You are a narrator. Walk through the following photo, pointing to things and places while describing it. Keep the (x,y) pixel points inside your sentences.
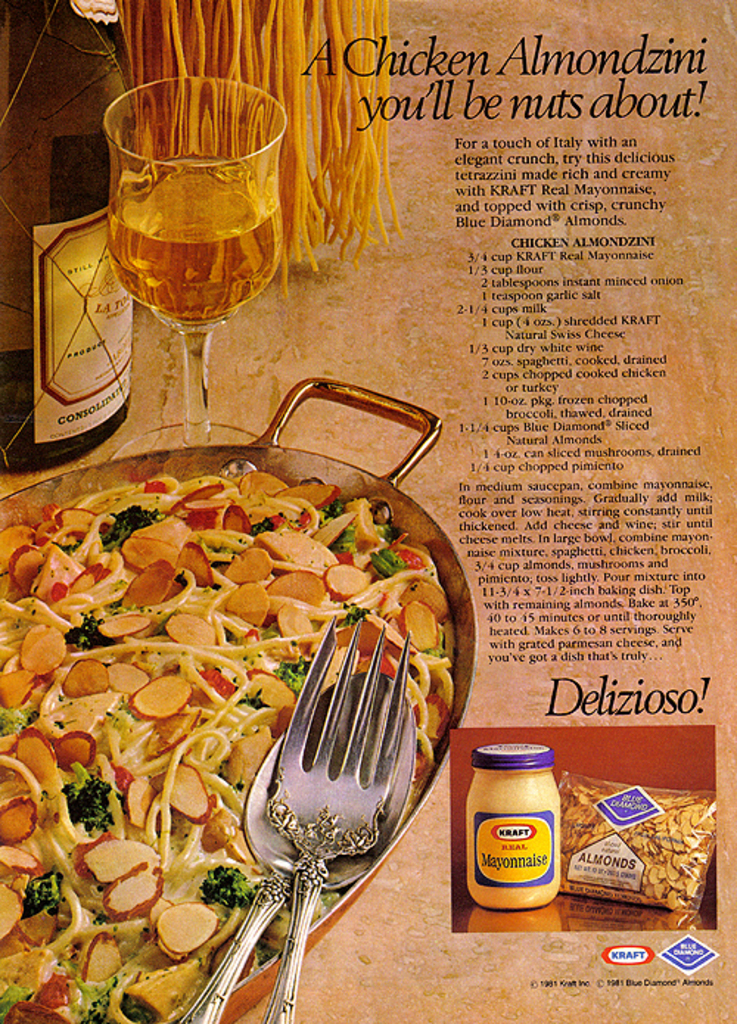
In the center of the image (302,423) we can see one poster (483,443). On the poster (318,651), we can see one bottle (49,298), glass (248,264), some food items (273,584), some text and some objects (466,577).
